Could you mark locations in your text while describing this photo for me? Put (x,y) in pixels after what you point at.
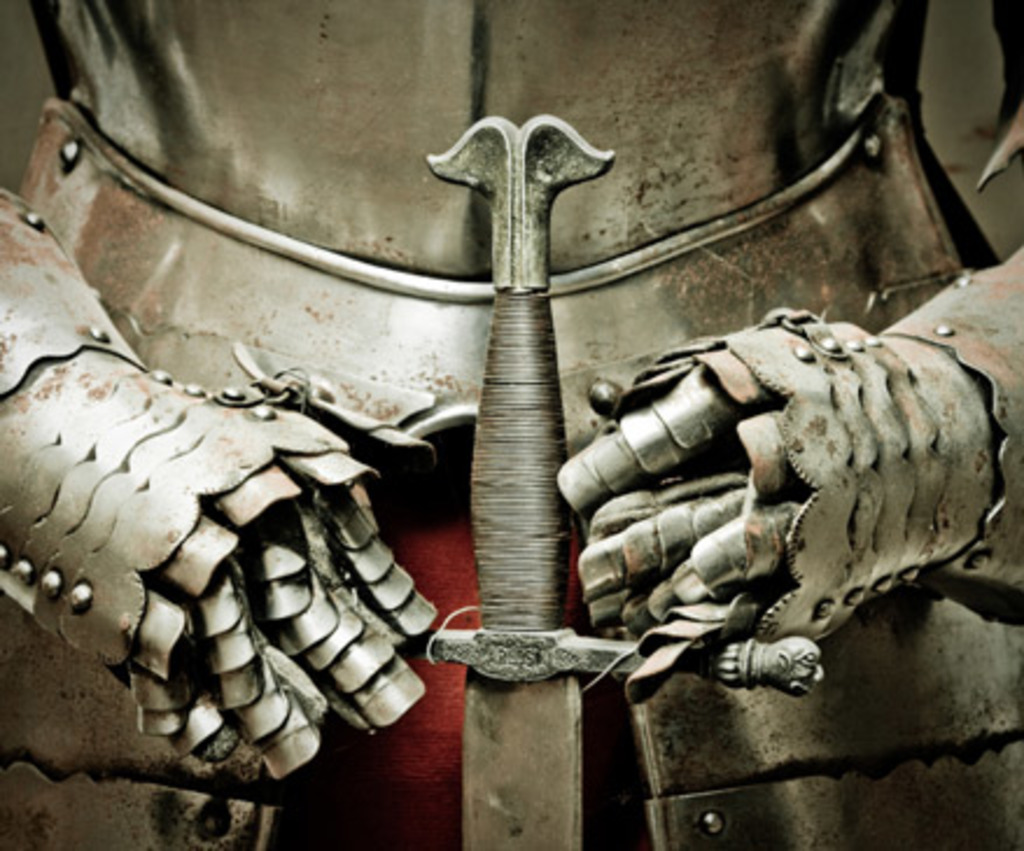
This is an armor (248,399). I think this is a sword (525,572).
